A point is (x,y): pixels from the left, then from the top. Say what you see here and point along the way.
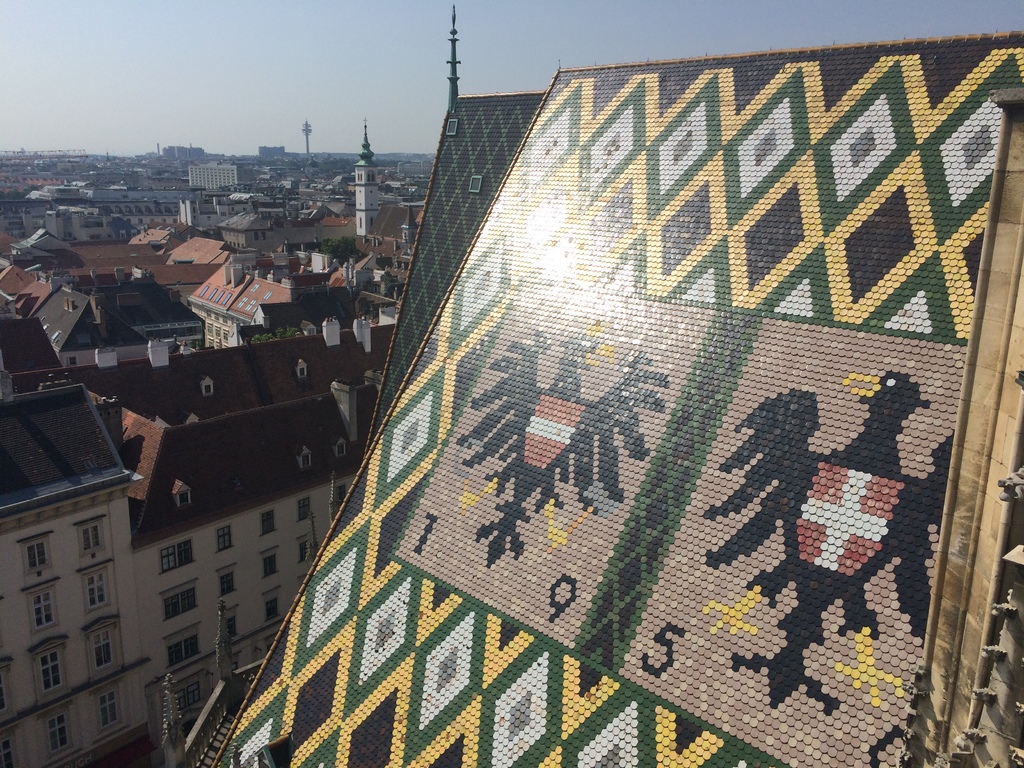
In this image, on the right (758,507) there is a roof (790,551) with designs (728,472) on it. On the left (245,405) there are buildings (308,247), towers (368,221), windows (191,701), railing (203,715), sky (214,127).
